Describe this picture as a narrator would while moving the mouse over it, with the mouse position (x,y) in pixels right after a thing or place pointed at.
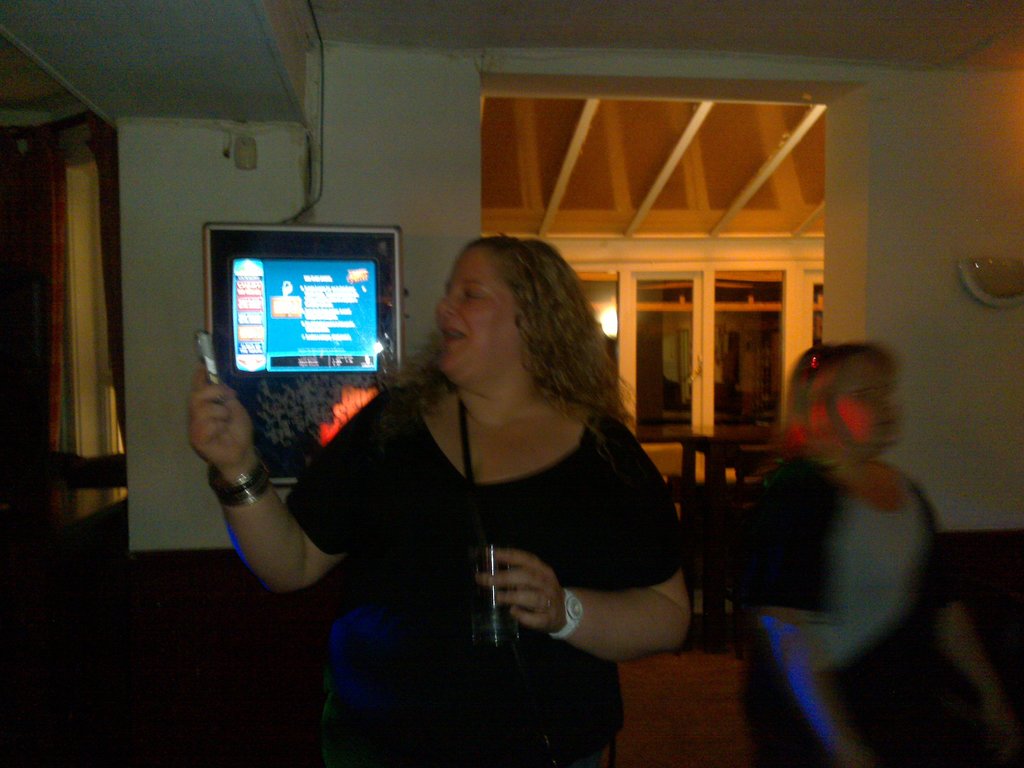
In this image we can see a woman (411,733). She is wearing a black top (428,553) and holding glass (478,566) and one object (208,346) in her hand (546,583). There is one more woman (933,628) on the right side of the image (849,605). In the background (1001,269), we can see a lamp (987,283) and TV (297,275) attached on the wall (438,185). We can see a window (719,371) and a table (708,479) in the middle of the image (649,392). It seems like curtain (56,340) on the left side of the image (83,313).
